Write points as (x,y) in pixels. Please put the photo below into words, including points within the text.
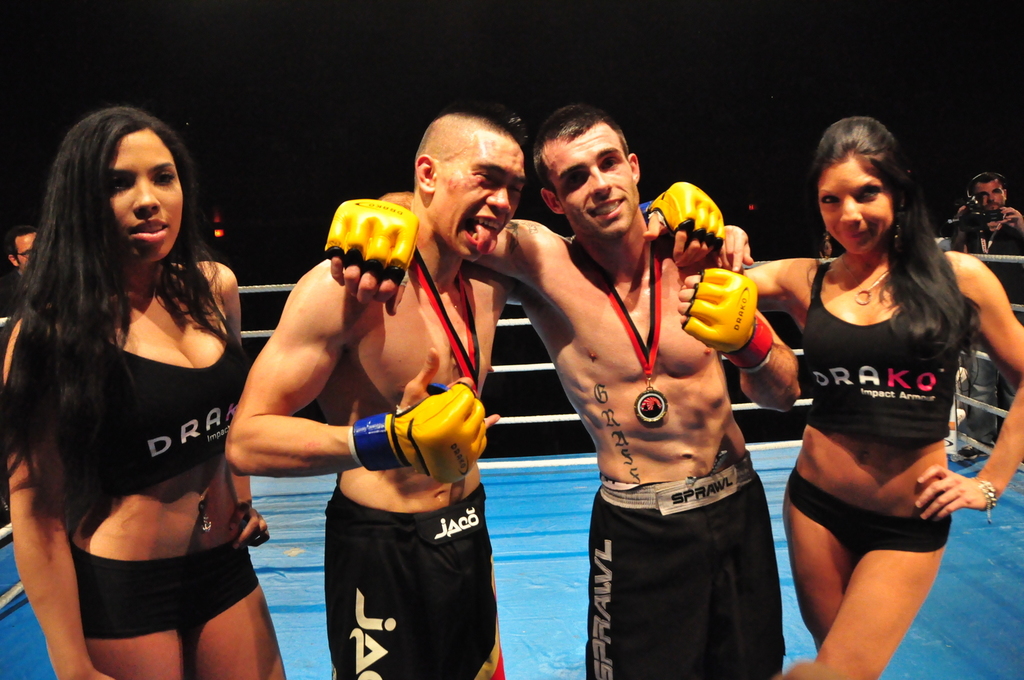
In this image there is a fighting ring (511,540) in the middle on which there are four persons (429,363). In the middle (610,331) there are two boxing players (573,317) and there are two girls (827,343) on either side of them.
